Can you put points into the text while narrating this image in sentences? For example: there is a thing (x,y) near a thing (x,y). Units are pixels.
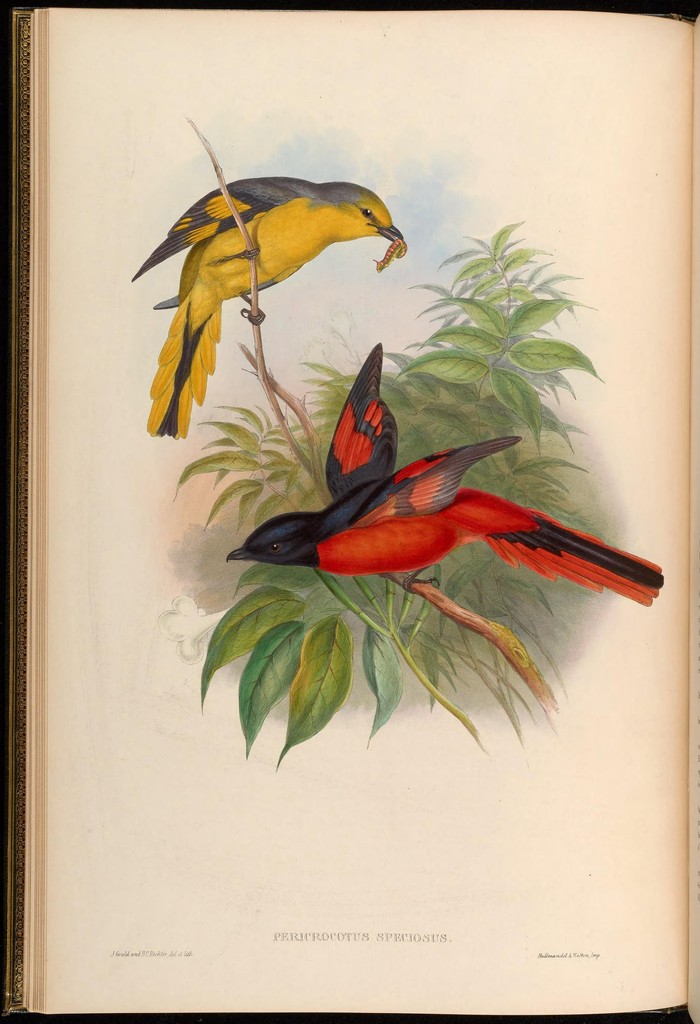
This is a page (532,290) of a book (456,186) having a painting (599,631). In this painting (511,303), we can see there are two birds (389,521) on a branch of a tree (467,578). Behind them, there are branches (528,470) of the tree (496,414) having leaves (496,414). And the background (513,773) is cream in color.
